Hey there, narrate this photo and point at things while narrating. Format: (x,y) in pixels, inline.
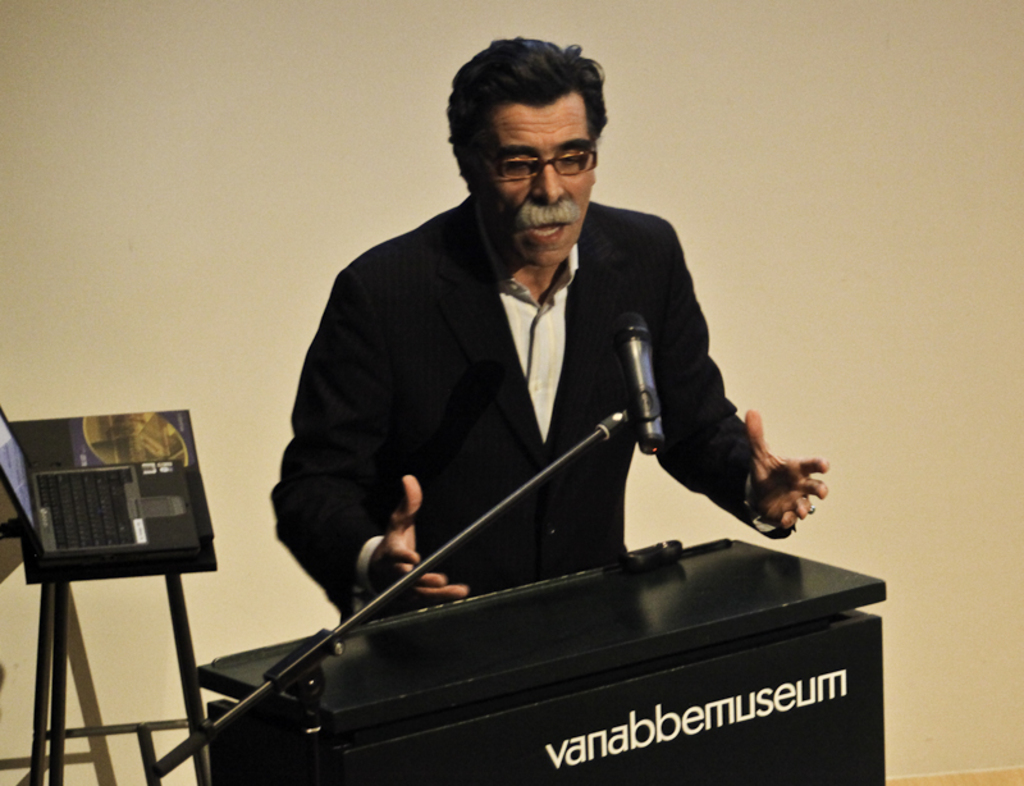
In this image I can see a person (547,374) wearing shirt (550,358) and black colored blazer (411,397) is standing in front of a black colored box (585,653) and I can see a microphone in front of him. I can see a stool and on the stool (150,568) I can see a black colored laptop (116,536). In the background (114,209) I can see the cream colored wall (256,178).
